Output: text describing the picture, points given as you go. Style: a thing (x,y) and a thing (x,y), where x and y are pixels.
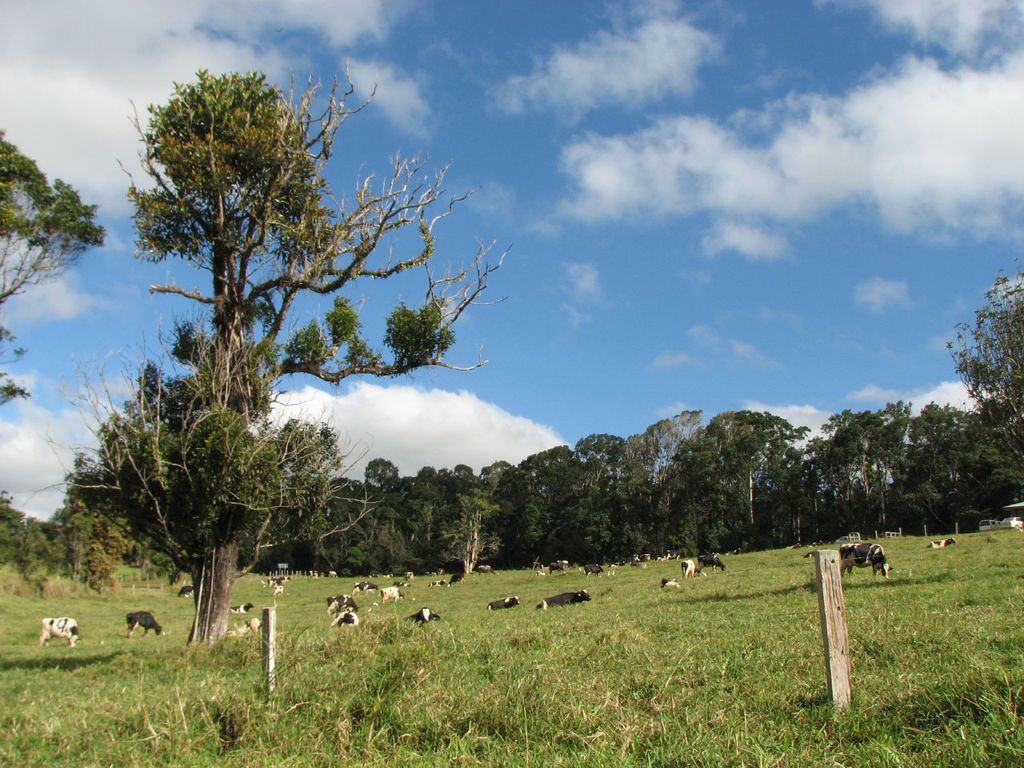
In this image we can see trees (273,462), cattle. At the bottom of the image (518,729) there is grass (444,702). At the top of the image (544,39) there is sky (318,71) and clouds (946,109).
